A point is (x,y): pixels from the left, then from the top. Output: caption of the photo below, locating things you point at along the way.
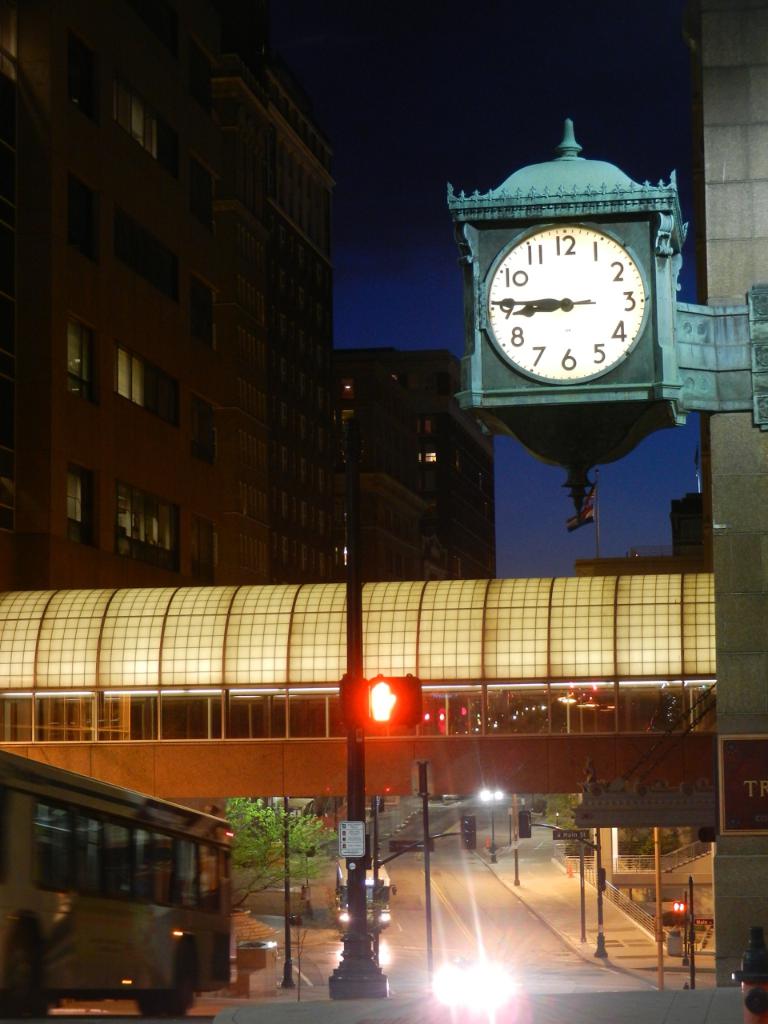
In this image I can see a bus (99,945) on the road (456,870) and few other vehicles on the road (434,875). I can see a black colored pole (330,987), a bridge (329,720), a sign board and a clock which is blue and white in color to the building (734,433). In the background (282,348) I can see few buildings (324,379) and the sky (430,85).
